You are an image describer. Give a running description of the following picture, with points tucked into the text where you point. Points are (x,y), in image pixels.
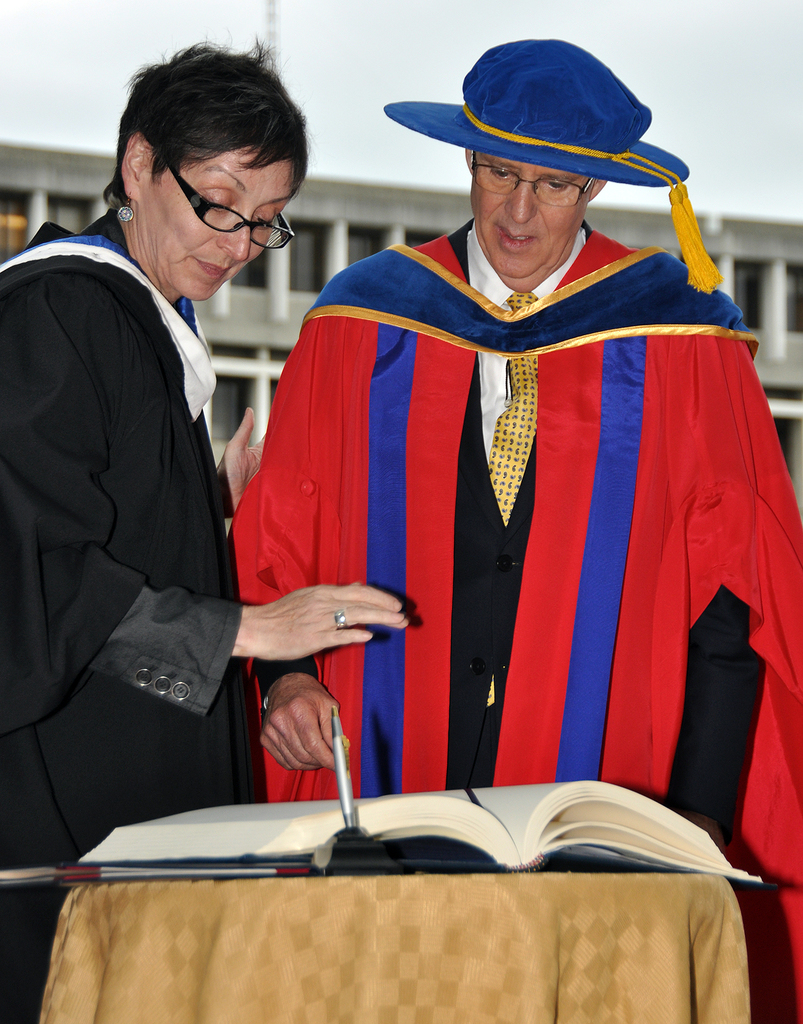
In this image there is a man (322,442) and a woman (312,636) looking into a book (319,818) on the table (366,896) and there is a pen (344,760) on the table (363,881), behind them there is a building (263,394).
